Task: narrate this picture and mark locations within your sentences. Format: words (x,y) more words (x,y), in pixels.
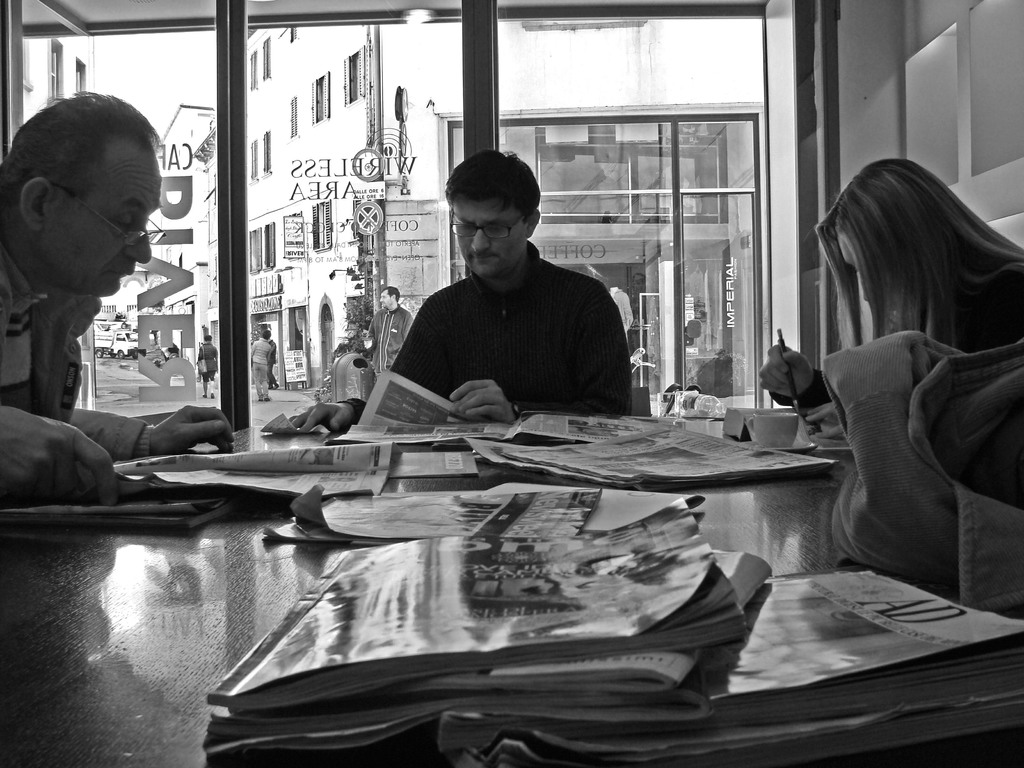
There is a table (129,608) in the image, on that table (155,670) there are some newspapers (623,741) and two men (442,348) sitting on the chairs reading newspapers (554,449) and a woman (813,414) sitting on and writing and in the background (761,149) there is a glass door (203,141).
